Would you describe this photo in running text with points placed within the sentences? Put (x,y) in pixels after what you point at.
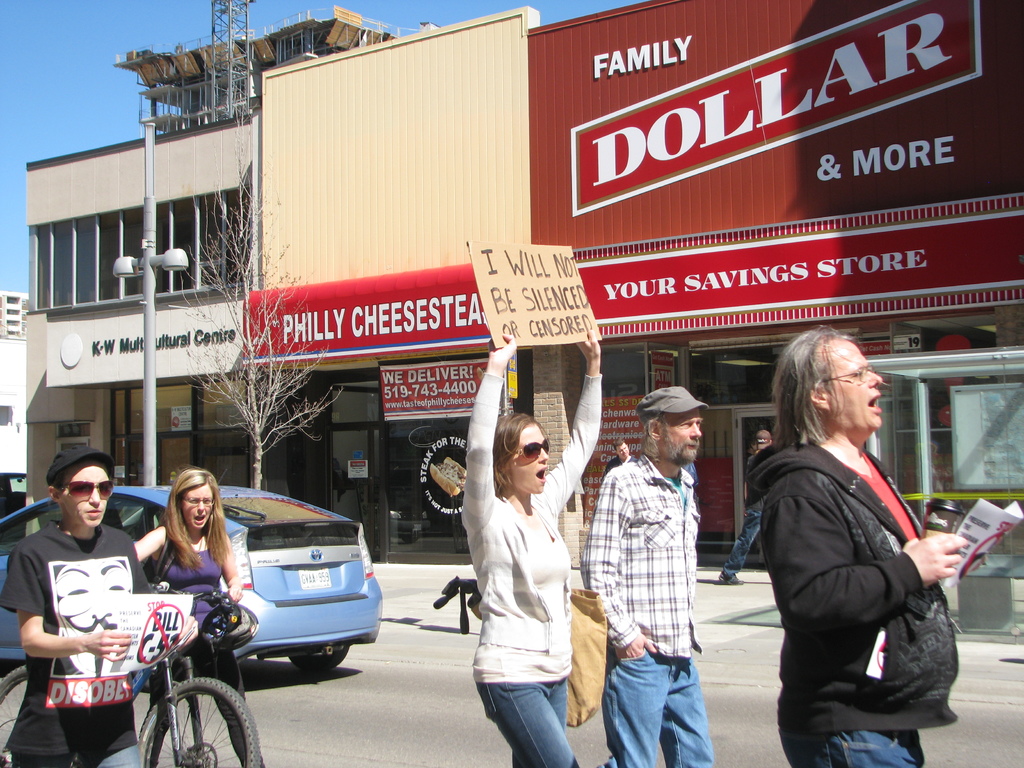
In this image we can see people (606,596) are protesting on the road (377,713). In the background (359,263), we can see buildings (242,383), pole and a tree (228,402). At the top of the image (19,38), we can see the sky (123,9). On the left side of the image (141,501), we can see a car (257,559) and a bicycle (186,716).
